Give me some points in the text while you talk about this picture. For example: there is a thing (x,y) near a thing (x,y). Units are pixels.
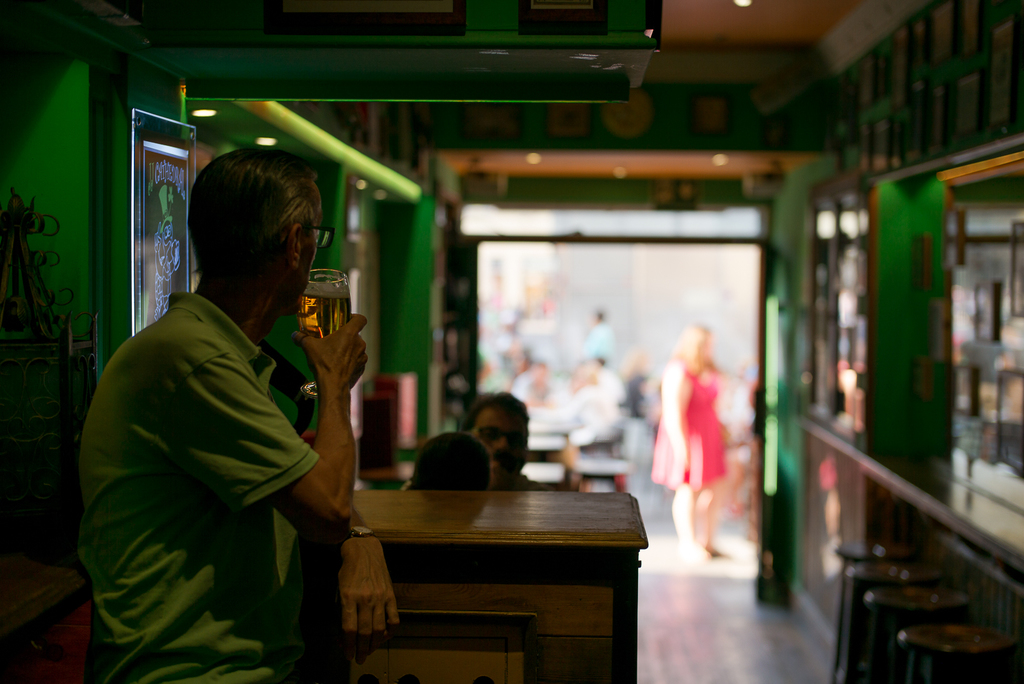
This picture describe about the inside view of the restaurant (50,624) in which old man (246,384) wearing green t-shirt (216,472) is standing holding a big beer glass (327,323) and drinking, In front we can see the other table (456,508) on which two persons (488,476) are sitting and discussing. On the right side wall (918,222) we can see a mirror (967,389) attached to the wall (887,428) and some shelves (848,337) in which glasses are kept, on the top (896,93) we can see many photo frame (894,108) hanging. On the left side wall (119,180) a led light photo frame (155,230) is hanging.
